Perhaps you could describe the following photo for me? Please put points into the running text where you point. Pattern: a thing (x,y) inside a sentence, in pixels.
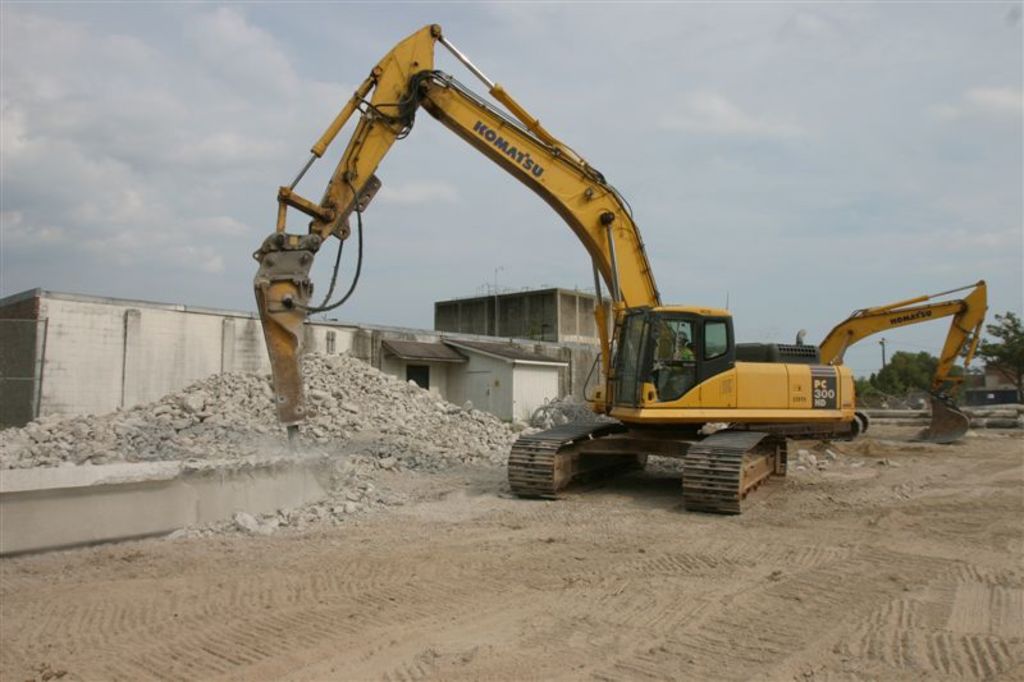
In this image I can see a vehicle (747,416) in yellow and black color. Back I can see few trees (903,369), buildings (996,378), few stone (159,418), pole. The sky (763,198) is in white and blue color.
